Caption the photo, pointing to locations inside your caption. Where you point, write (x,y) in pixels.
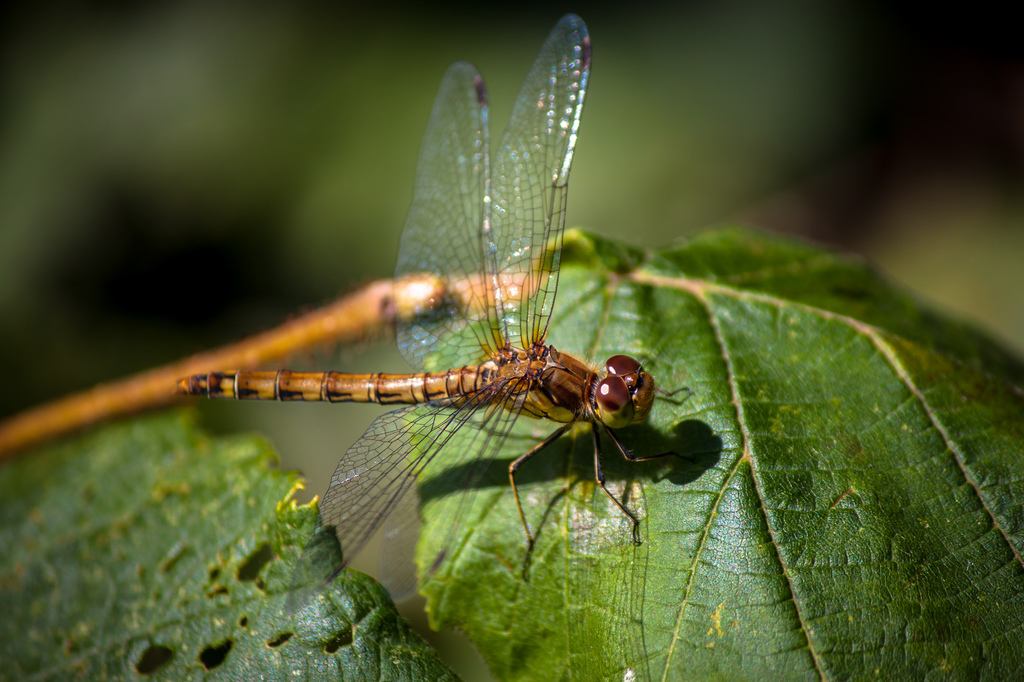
In this picture there is a dragonfly (557,379) on the leaf (728,555). There are two leaves (373,578) on the stem (368,310). At the back (176,147) image is blurry.
